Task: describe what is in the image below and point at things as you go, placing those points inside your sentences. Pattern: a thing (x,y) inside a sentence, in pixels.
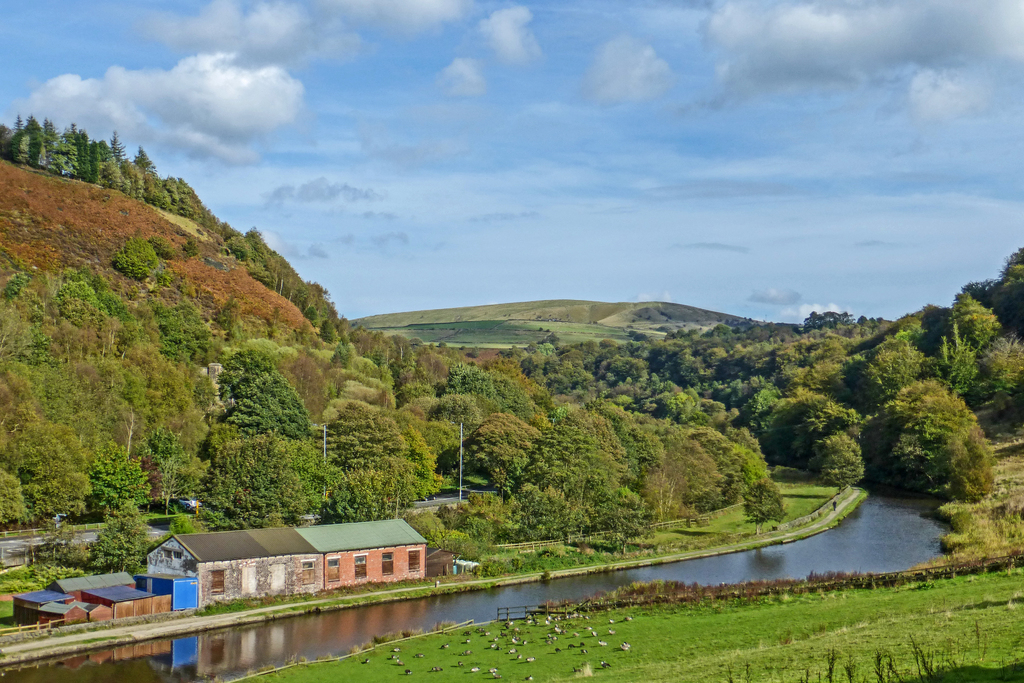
In the center of the image (488,317) we can see trees (532,436), hills (82,215), poles (460,476), road (451,496) are present. At the bottom of the image (256,669) we can see water (835,554), houses (330,558) are there. At the top of the image (541,165) clouds (205,29) are present in the sky (625,160). At the bottom of the image (708,642) grass (690,651) is present.
